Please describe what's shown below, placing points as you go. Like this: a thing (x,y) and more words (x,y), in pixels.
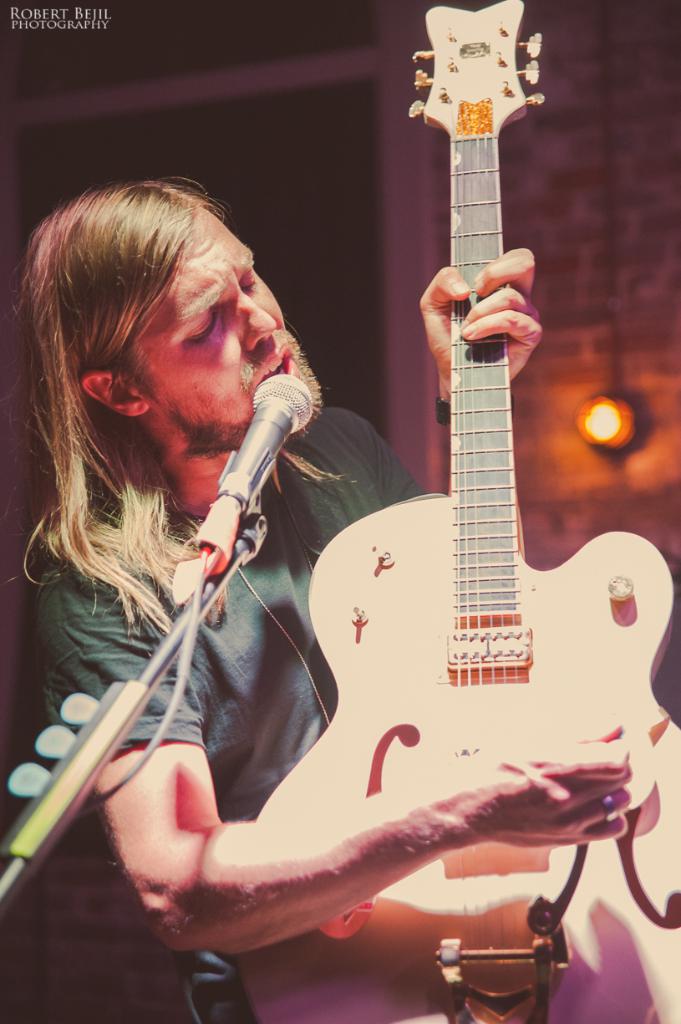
The picture is taken inside a room (352,400). A man (261,653) who is wearing a green t shirt (293,572) is playing guitar (461,478) along with singing song. in front of him there is mic (273,414). In the background (544,419) there is wall (585,254). On the wall (597,336) there is light (596,410).
